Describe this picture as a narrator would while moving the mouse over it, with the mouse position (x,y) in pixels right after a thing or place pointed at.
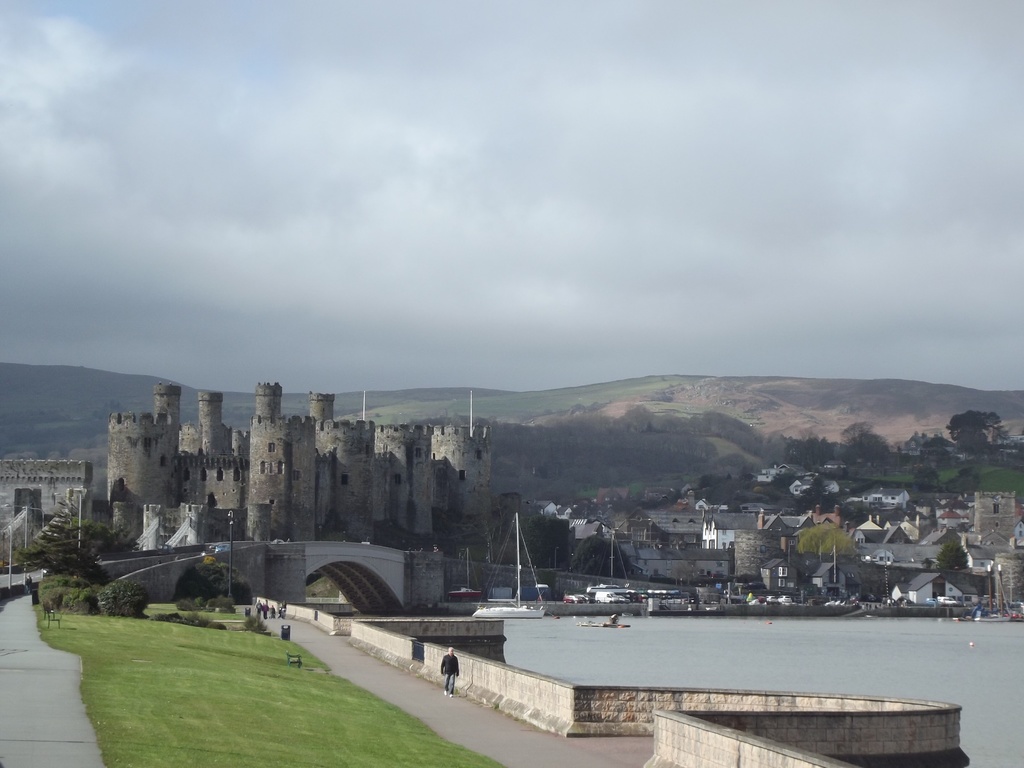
In this image we can see grass (221,721) on the ground (191,733). There is a person (446,663) walking on the ground (468,718). On the right side (686,654) there is water (681,647). In the back (336,561) there is bridge (337,566). Also we can see boats (534,608) on the water (593,633). In the background (210,448) there are buildings (283,465), trees (880,446) and hills (391,405). And there is sky (549,198) with clouds (635,331).
